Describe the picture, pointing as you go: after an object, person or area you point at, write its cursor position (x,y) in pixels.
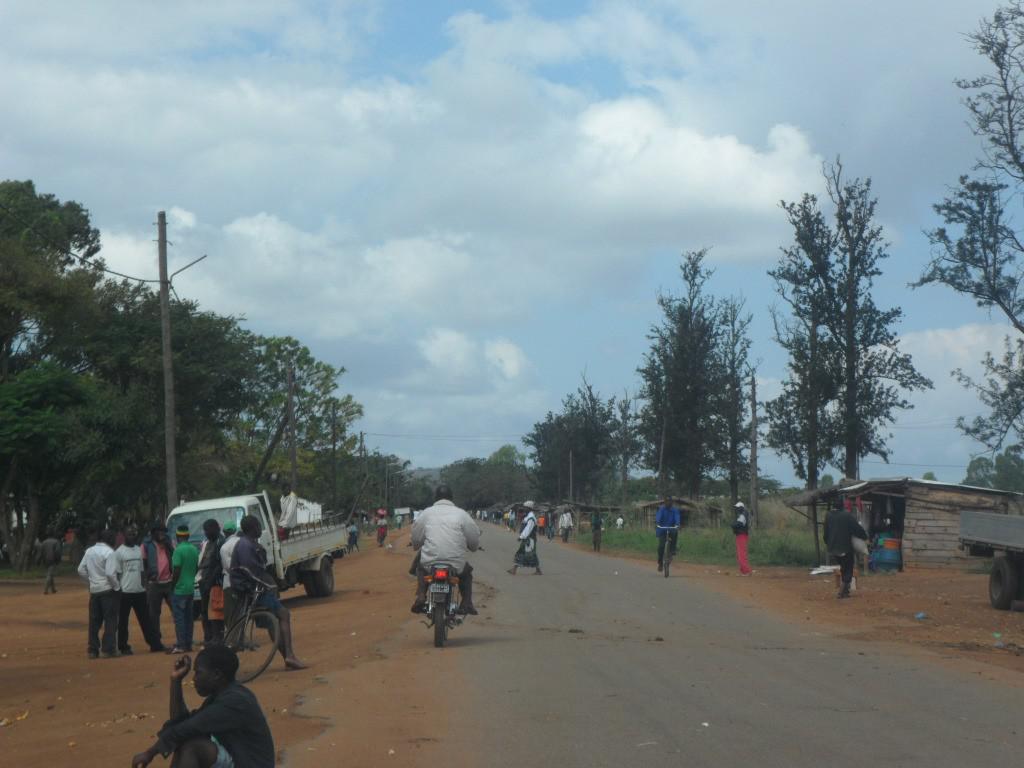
In this image we can see a man (433,523) riding the motorbike (450,582) on the road (504,612). We can also see the persons (665,518) with bicycles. There are also persons (143,581) standing on the land (133,656). Image also consists of many trees (313,415). We can also see the electrical poles (160,219) with wires (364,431). On the right (925,519) there is a vehicle (972,521) and also the stall (898,525). Sky (260,11) is visible with the clouds (488,161).
